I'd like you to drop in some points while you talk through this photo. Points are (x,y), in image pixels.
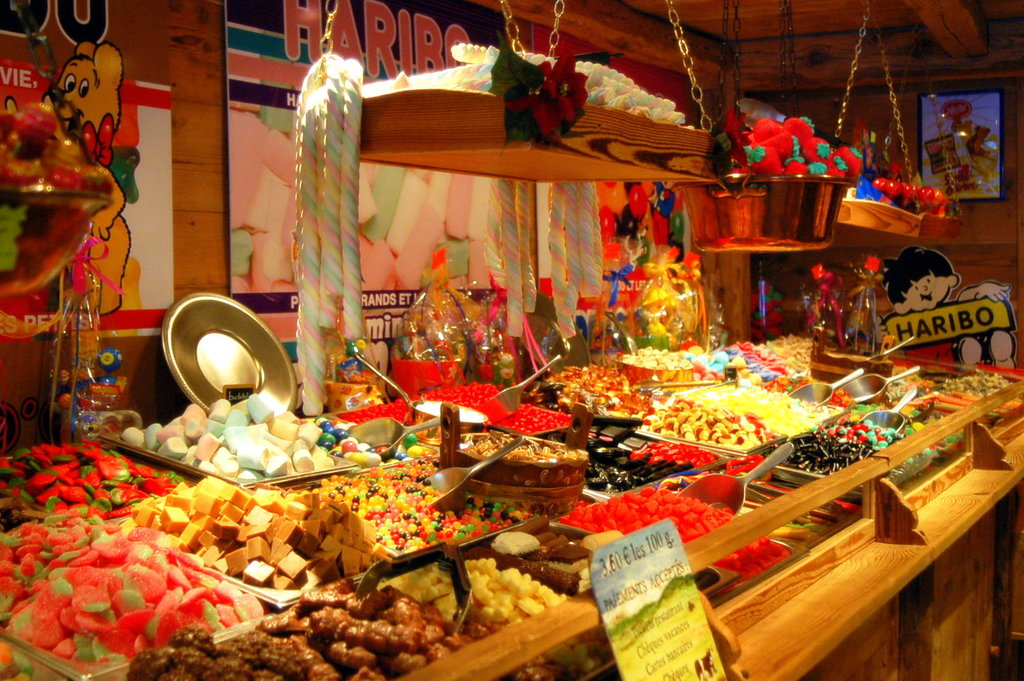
In this image there is a wooden table (890,623) having few vessels (259,588) on it. Vessels (287,604) are filled with sweets (298,521), chocolates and candies (718,430) are in it. There are few spoon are kept in it. Few vessels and trays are hanged from the roof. Few posters (909,314) are attached to the wall (964,281). Bottom of image (696,670) there is a price tag (660,577) kept on the table (773,628).
